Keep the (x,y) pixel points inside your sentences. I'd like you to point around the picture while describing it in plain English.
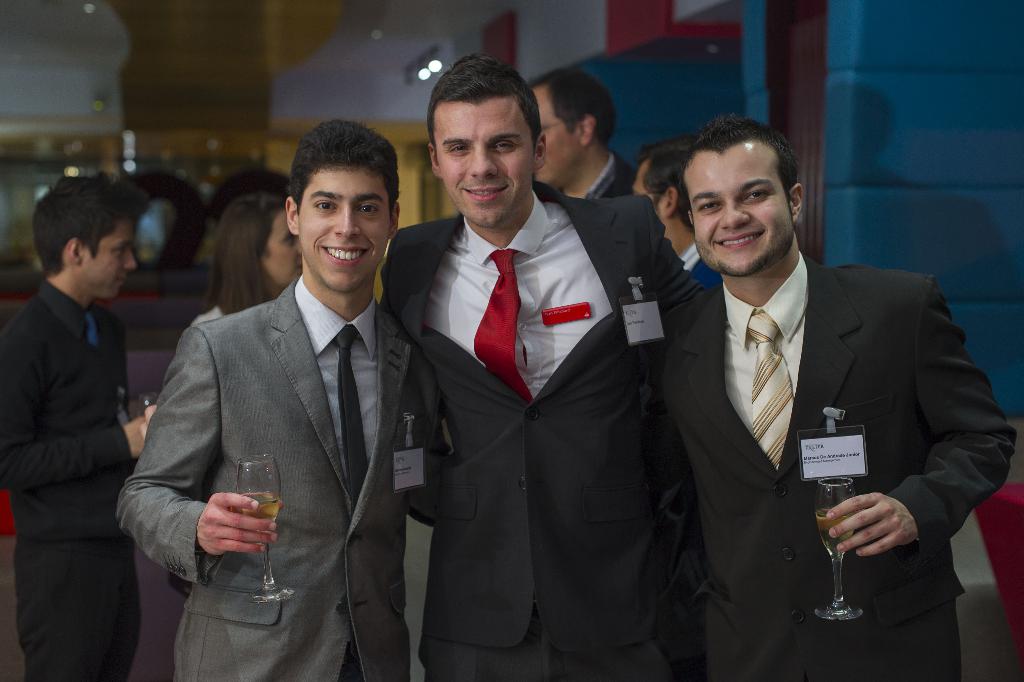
In the center of the image (500,404) we can see three persons (532,432) are standing and they are smiling. Among them, we can see two persons (704,392) are holding wine glasses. In the background (904,69) there is a wall (915,155), lights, few people (56,205) are standing and few other objects (182,215).
